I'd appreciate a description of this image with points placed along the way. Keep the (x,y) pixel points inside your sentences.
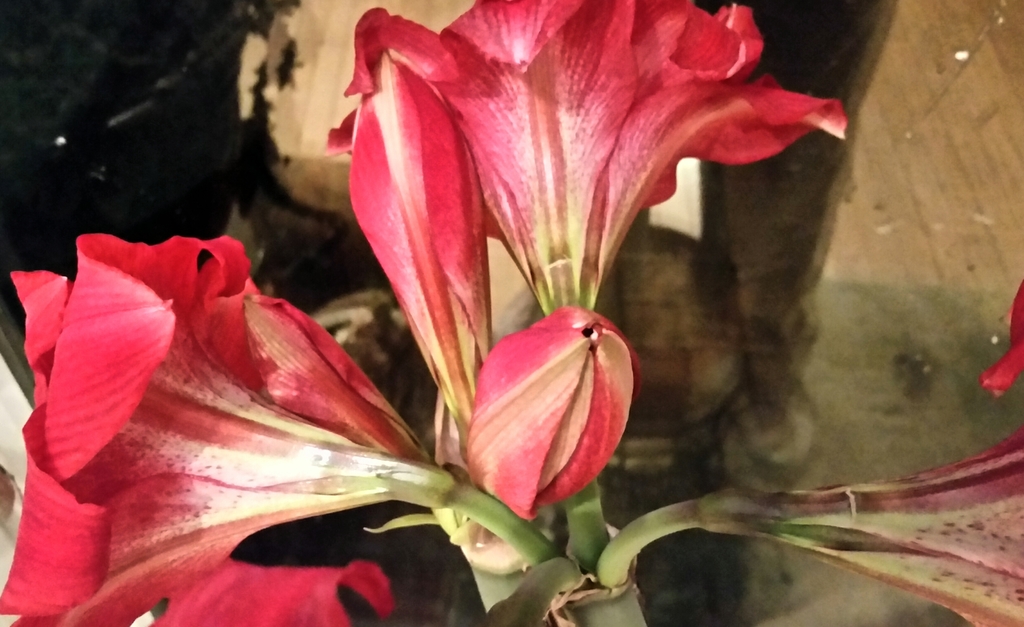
In the picture there are flowers (195,407) present.
